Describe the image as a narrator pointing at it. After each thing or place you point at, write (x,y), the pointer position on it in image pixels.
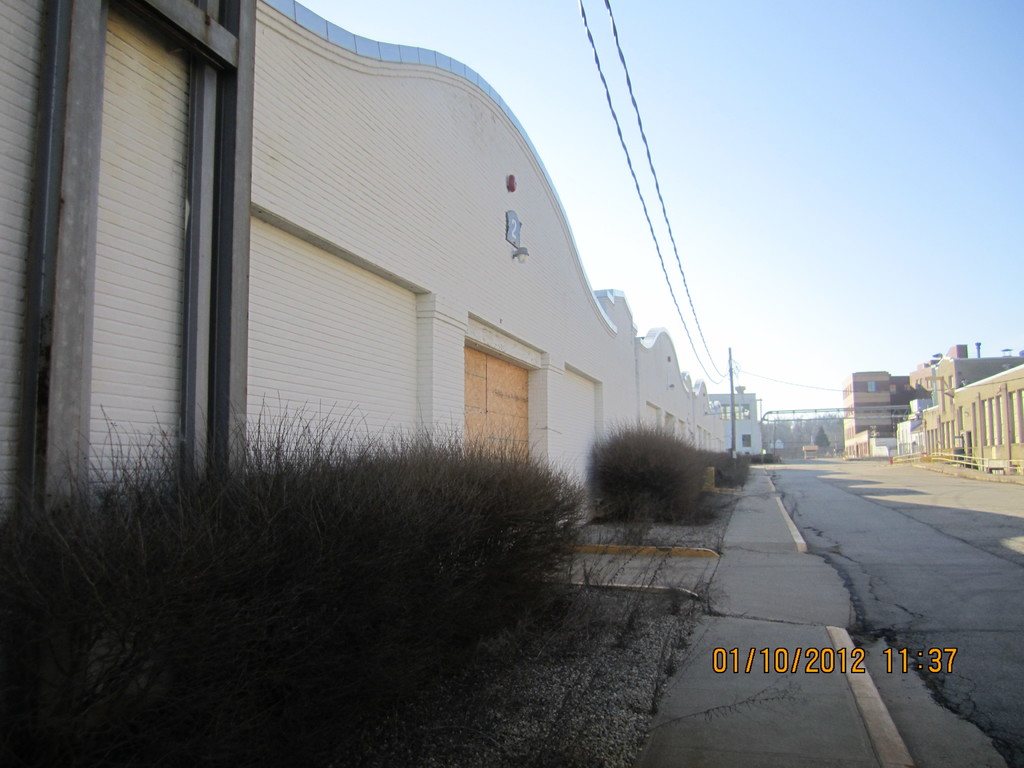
In this image on the right side (912,424) and left side (332,393) there are some houses (951,403), buildings (487,420), poles (734,413) and some plants (685,449). At the bottom (985,583) there is a road (904,634), and on the top of the image (762,112) there is sky (884,136) and some wires (634,175).
